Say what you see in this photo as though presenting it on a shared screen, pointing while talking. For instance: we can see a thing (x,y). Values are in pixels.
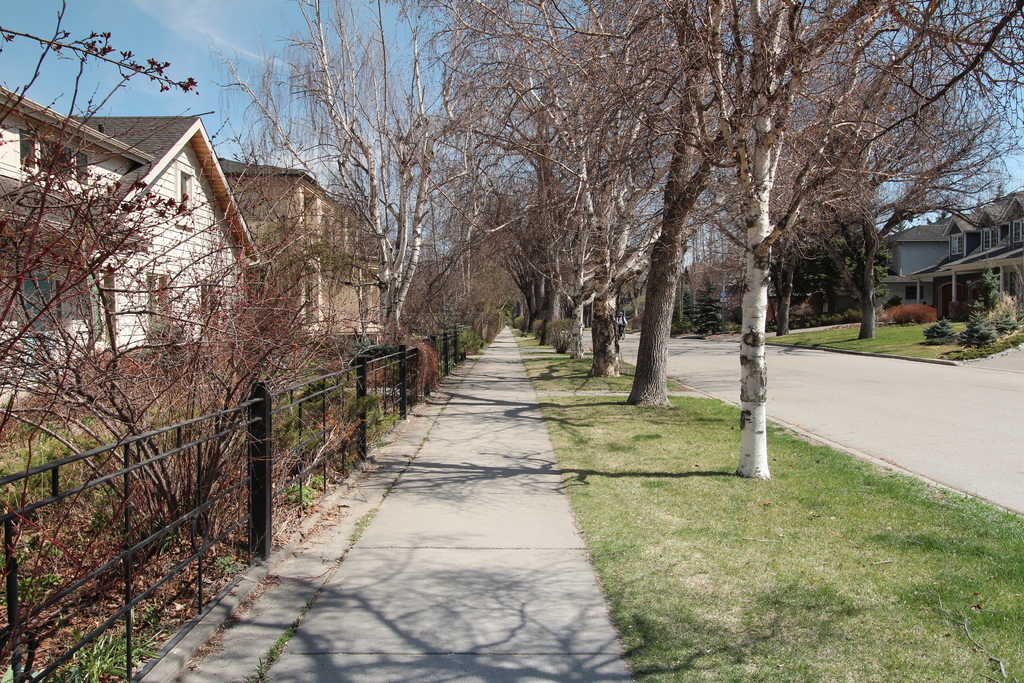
In this picture we can see a vehicle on the road (885,416), around we can see some houses (957,258), grass (862,344), trees (873,331) and we can see fencing (265,511).
